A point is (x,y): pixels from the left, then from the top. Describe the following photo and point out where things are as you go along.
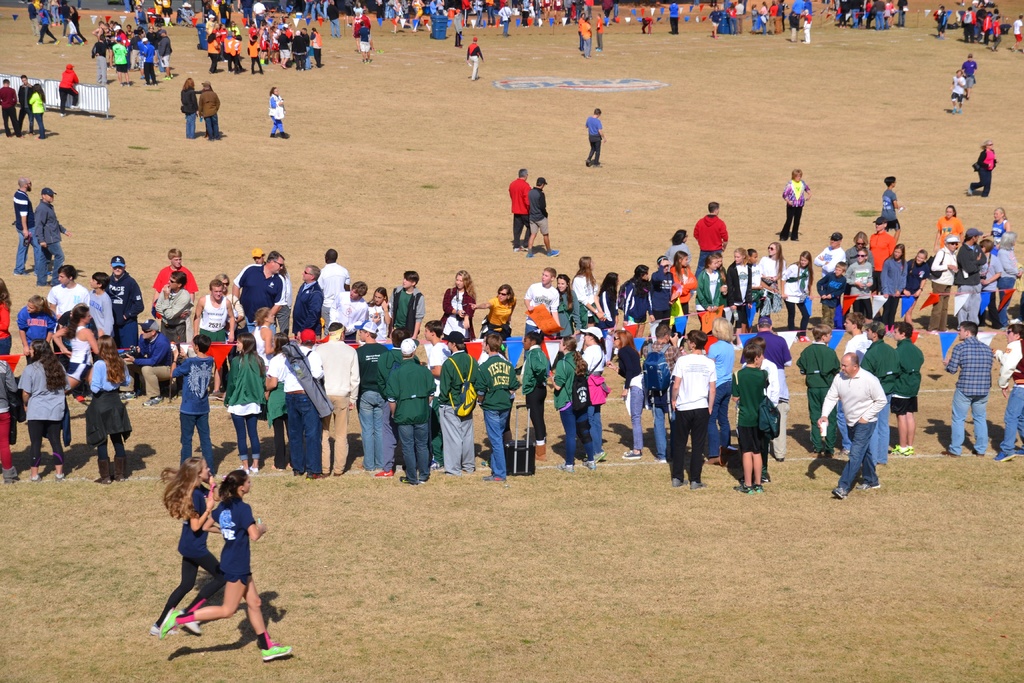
In this image in front (253,529) there are two persons (162,632) running. Behind them there are people (883,252) standing on the ground (560,494). On the left side of the image (15,78) there is a metal fence (103,107).
